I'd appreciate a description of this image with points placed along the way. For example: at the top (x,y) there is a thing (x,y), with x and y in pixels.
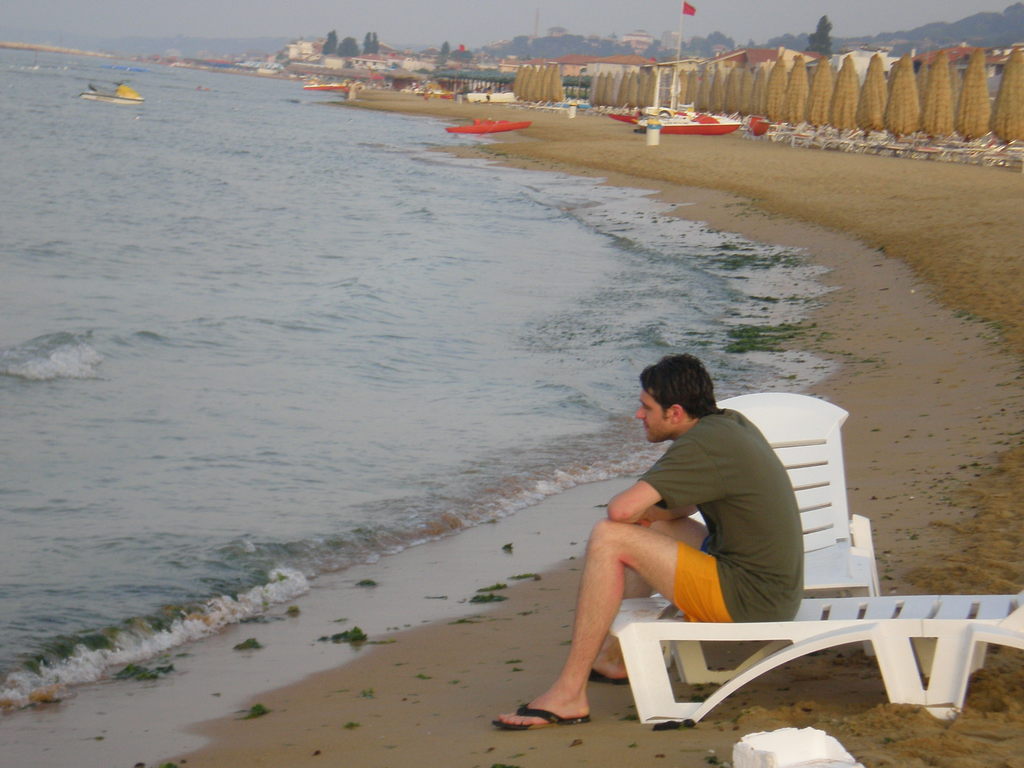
In this image I can see a man (710,533) is sitting on white colour thing (843,640). I can also see a chair (841,413), water (478,395), few boats (675,113), a red flag (694,9) and in the background (490,86) I can see few buildings (288,49) and few trees (601,40). I can see he is wearing t shirt (683,483) and shorts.
